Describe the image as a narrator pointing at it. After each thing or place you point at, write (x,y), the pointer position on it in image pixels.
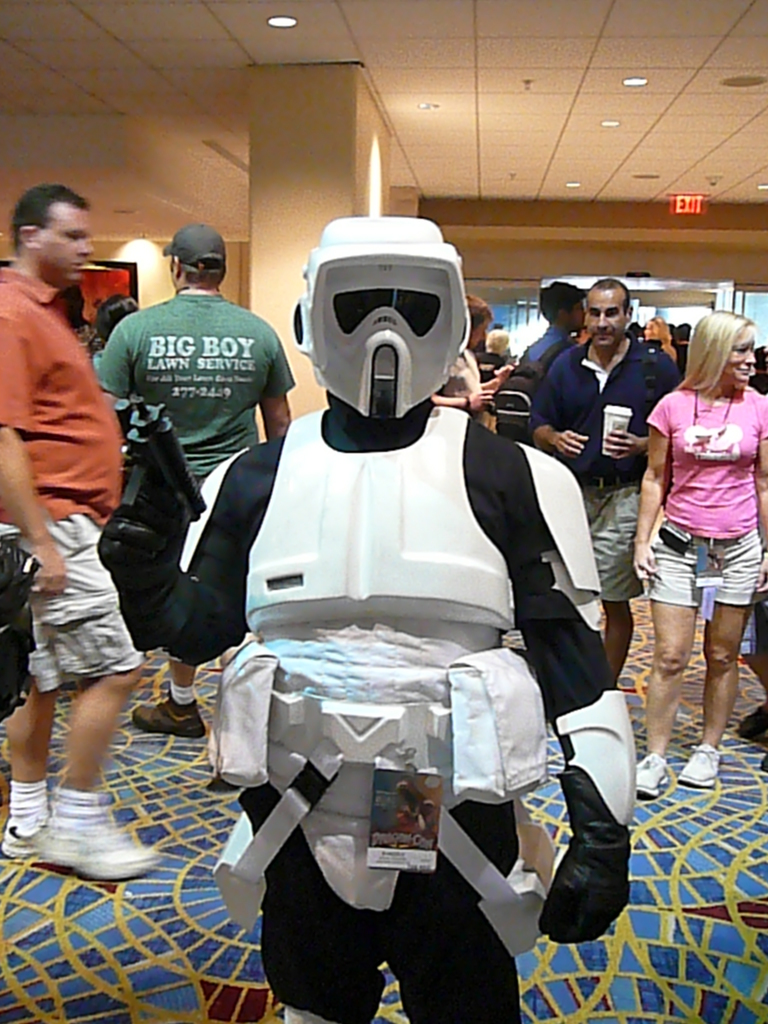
In this picture I can see a person (312,479) in a costume (381,407), there are group of people (83,542) standing, there are lights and an exit board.
